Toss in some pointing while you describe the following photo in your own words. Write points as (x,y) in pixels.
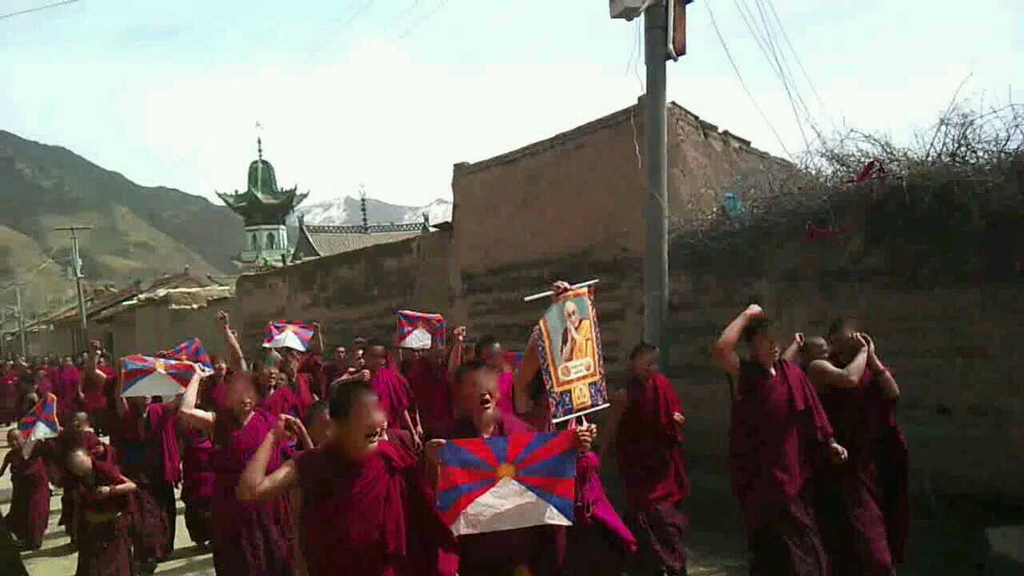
In this picture we can see the group of persons (491,397) wearing the same dress (283,508) and they are holding flags (153,371) and poster (587,327), beside them we can see the buildings (140,329), house (213,323), plants (833,242) and pole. At the top (784,47) we can see the electric wires (753,35). In the top left (262,62) we can see sky (287,52) and clouds (342,57). In the background (30,227) we can see the snow mountains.
